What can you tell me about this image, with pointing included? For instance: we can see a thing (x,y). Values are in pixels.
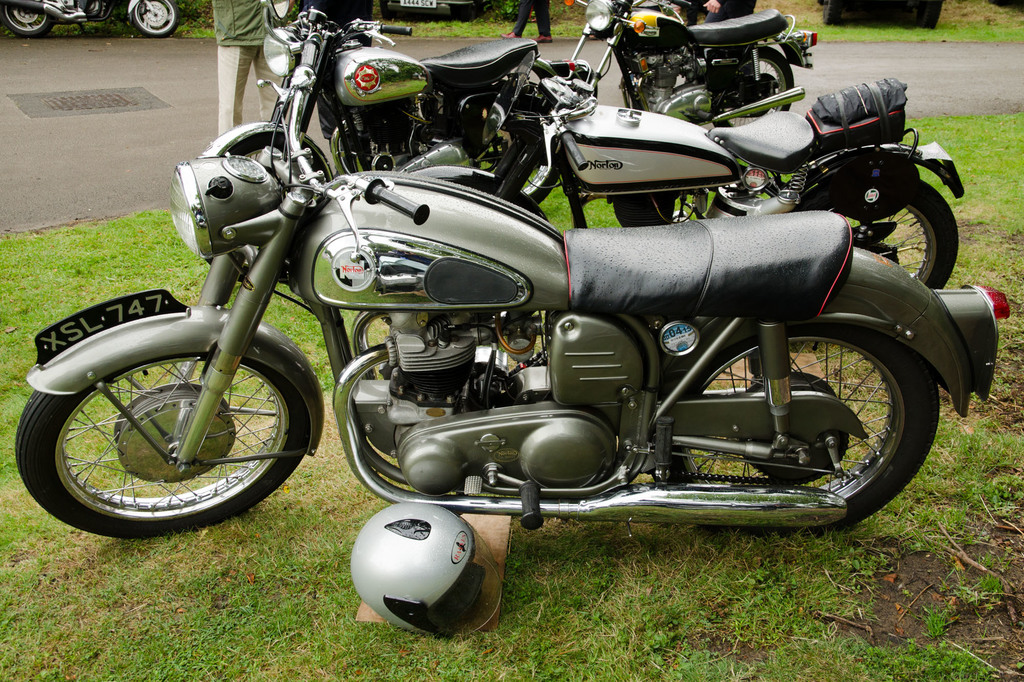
In this image, I can see four motorbikes (554,79), which are parked. At the bottom of the image (442,612), I can see a helmet (466,596) on the grass (622,626). At the top of the image (535,12), I can see a road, the legs (547,9) of two persons (249,26) and wheels (134,12) of a vehicle (105,16).
